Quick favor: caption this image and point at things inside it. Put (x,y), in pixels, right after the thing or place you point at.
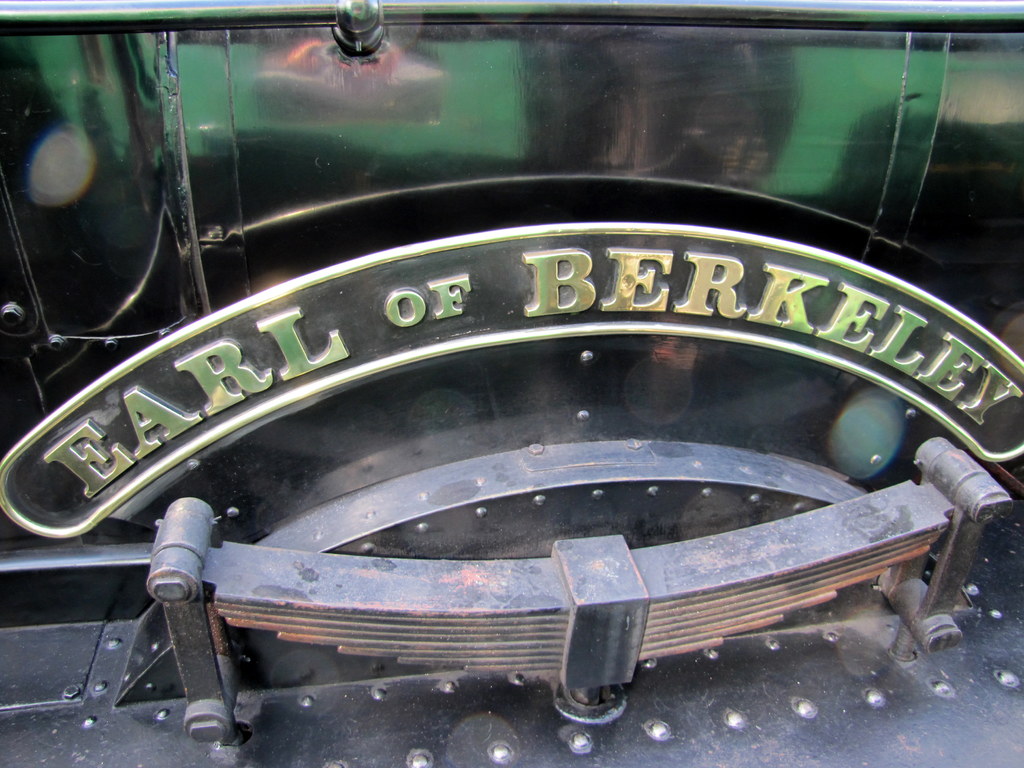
In this image we can see a train name plate (272,299) on it.
